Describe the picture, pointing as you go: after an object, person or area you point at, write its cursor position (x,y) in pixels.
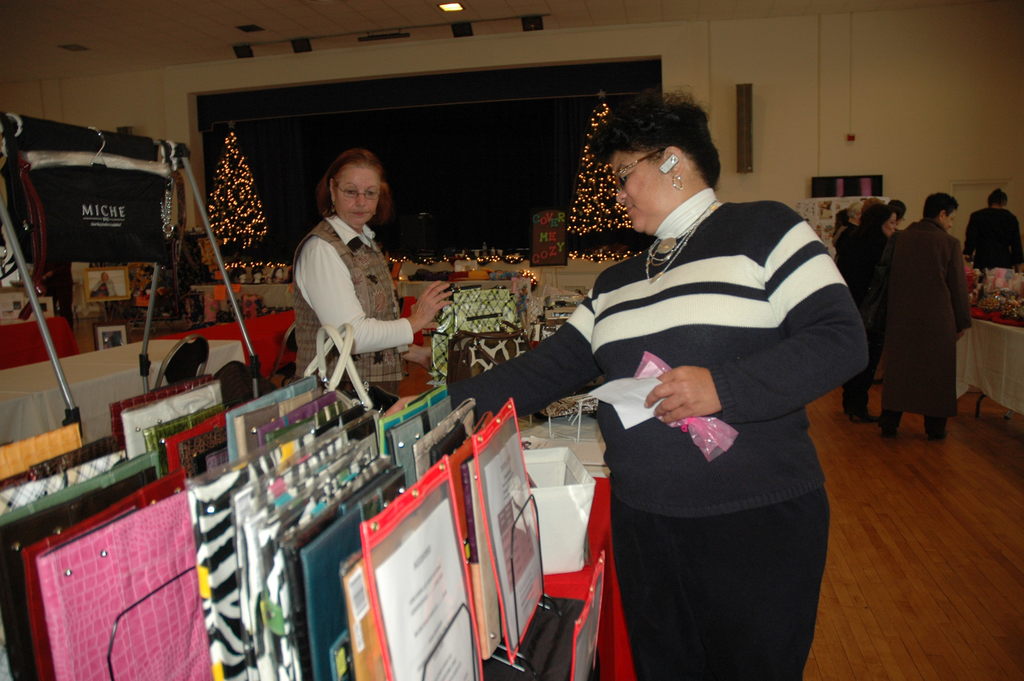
This picture might be taken in a store (737,157), in this image there are group of people (608,287) standing and in the foreground (711,475) there is one woman (694,355) who is standing and she is holding something in her hands (672,389). On the left side (61,439) there are some bags (403,466) and some other objects (509,496), boxes (573,498) and in the background (261,168) there are lights (227,191), wall (832,103) and some other objects (819,204). On the right side (971,341) there are some tables (971,358), on the tables (983,315) there are some other objects (998,273). At the bottom (898,562) there is floor (884,594).
